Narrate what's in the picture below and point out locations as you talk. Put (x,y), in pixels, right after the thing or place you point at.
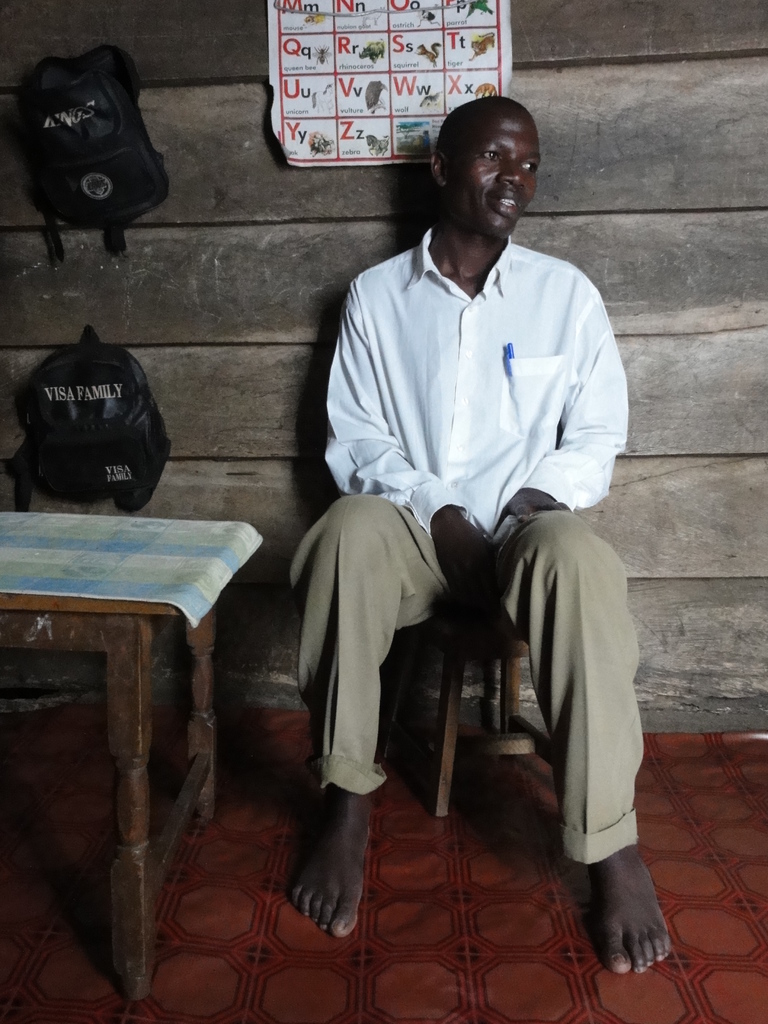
This is a picture where we have person (376,413) in white shirt (409,371) and cream pant (516,566) sitting on the stool (456,687) and beside him there is a table (128,667) on which there is a mat (165,559) of blue and white color and behind him there is a wall (255,115) on which there is a chart (418,152) of alphabets (315,32) and two bags (58,74) hanged to it.
